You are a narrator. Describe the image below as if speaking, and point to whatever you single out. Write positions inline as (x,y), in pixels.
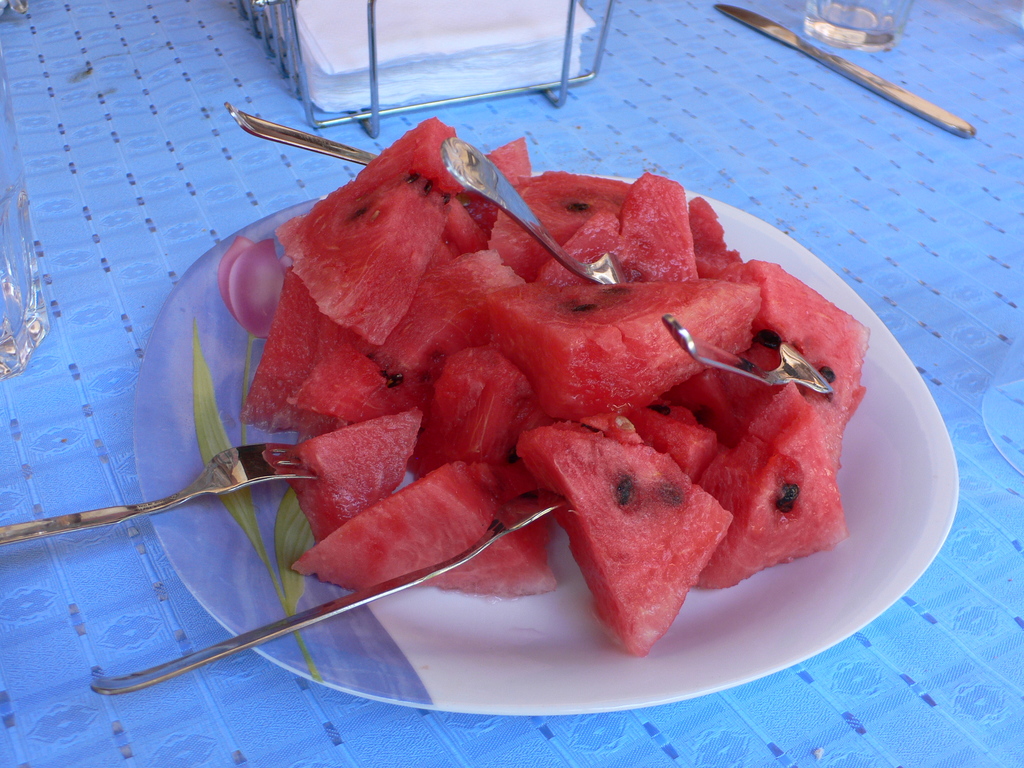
In this image there are some pieces (458,418) of a watermelon (454,378) is kept in a plate (687,609) as we can see in middle of this image (360,302) and there are some forks (517,203) are kept on these pieces (425,412). There is a glass (33,306) at left side of this image (23,320) and there is one another glass (890,23) at top right corner of this image (808,28) and there is one knife (856,79) here. there is one object (464,45) at top of this image (520,48) and there is a blue color surface (165,178) in the background (211,195).
